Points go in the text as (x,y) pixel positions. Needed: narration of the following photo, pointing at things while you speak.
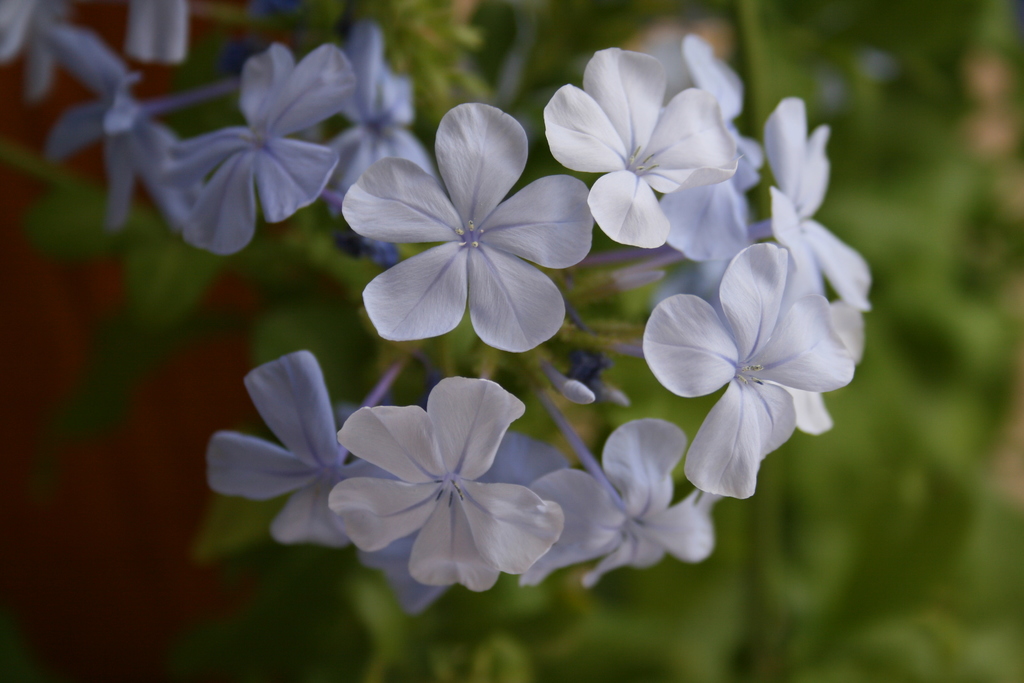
In this image I can see few flowers (654,344). The background (808,615) is blurry.
